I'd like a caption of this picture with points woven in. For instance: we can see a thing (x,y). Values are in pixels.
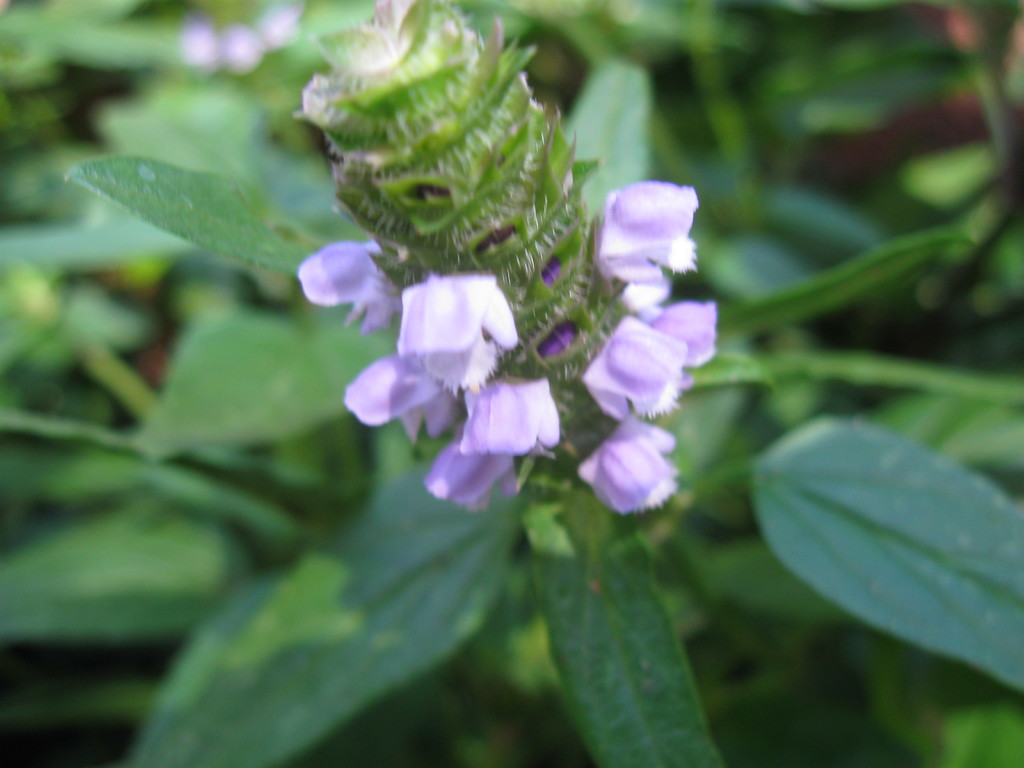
As we can see in the image there are plants (272,420) and flowers (512,449). The image is little blurred.
